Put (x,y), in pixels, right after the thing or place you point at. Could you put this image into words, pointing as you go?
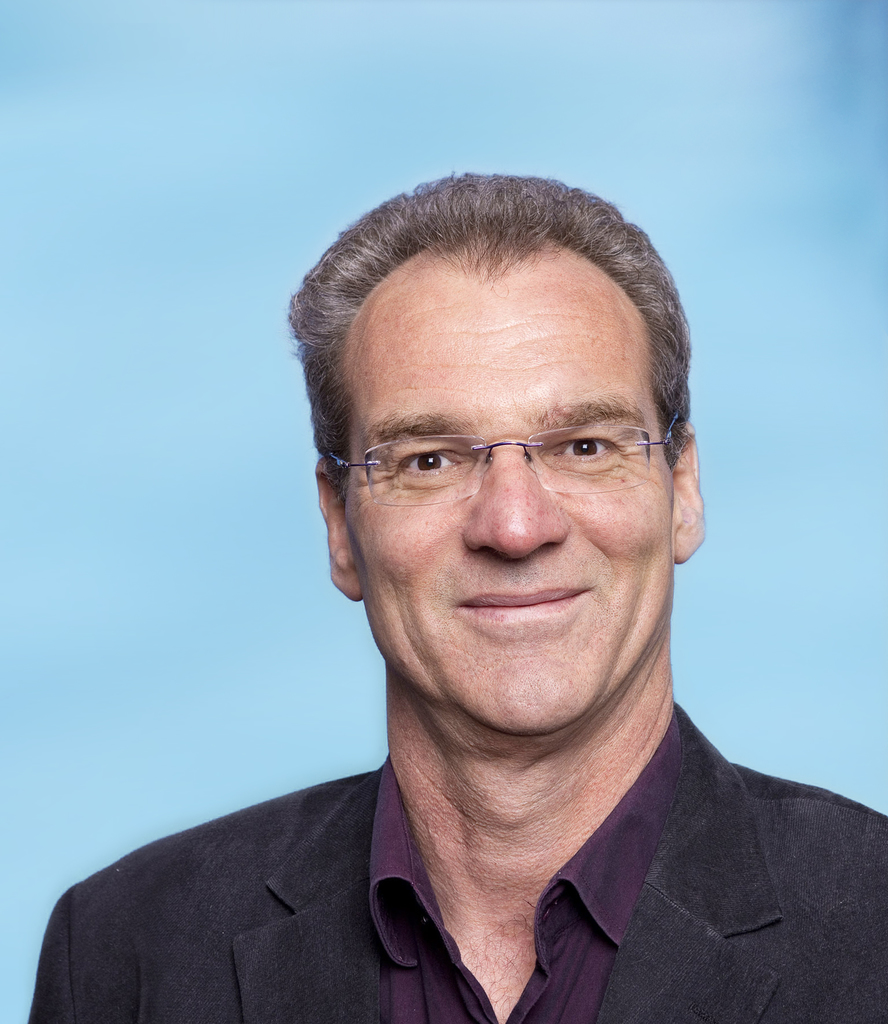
In this image I can see a man (514,692) smiling. He is wearing spectacles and a suit (272,809). The background (272,585) is blue.
